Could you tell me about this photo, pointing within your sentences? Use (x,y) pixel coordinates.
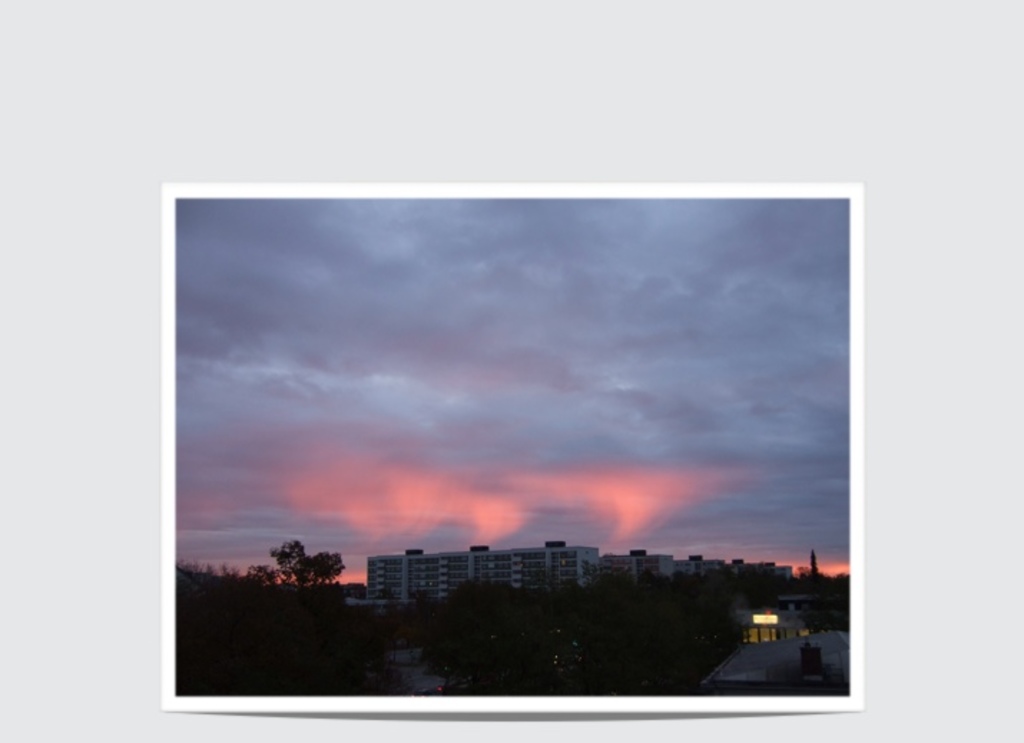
Here, we can see a picture, on that picture we can see some trees (544,616) and there are some buildings (407,583), at the top (339,212) there is a sky (417,362).
